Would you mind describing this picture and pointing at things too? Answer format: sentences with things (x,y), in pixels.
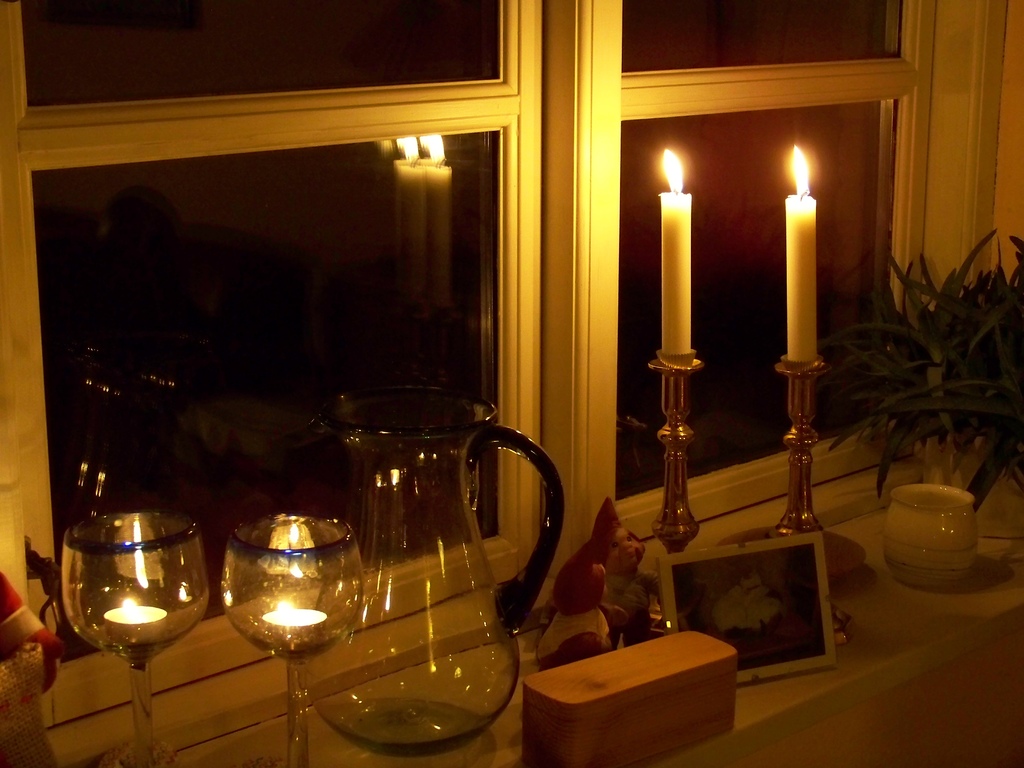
In this image, I can see the candles (685,350) with stands (685,474), photo frame (678,571), toys (549,624), glass jug (414,646), glasses (234,583), plants (901,440) and few other objects (928,578) are placed near window (625,522).
